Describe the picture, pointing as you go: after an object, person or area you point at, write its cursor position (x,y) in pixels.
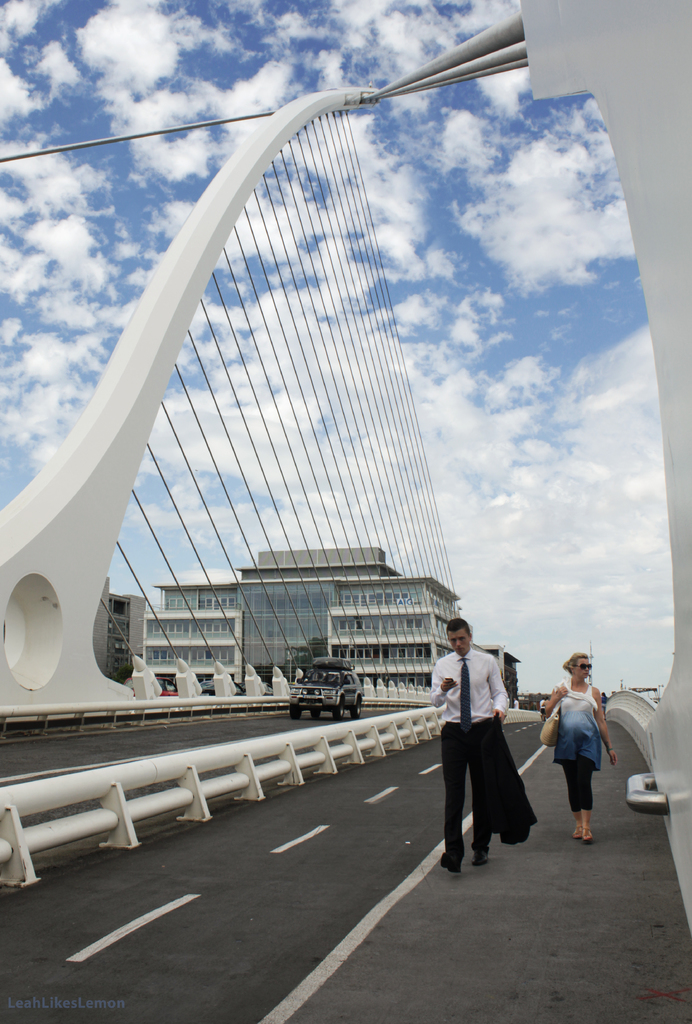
In this picture I can see two persons (460,664) standing, there is a vehicle (318,687), there is a bridge (281,688), there are buildings (360,597), and in the background (460,497) there is sky (505,367) and there is a watermark (91,1004) on the image.
